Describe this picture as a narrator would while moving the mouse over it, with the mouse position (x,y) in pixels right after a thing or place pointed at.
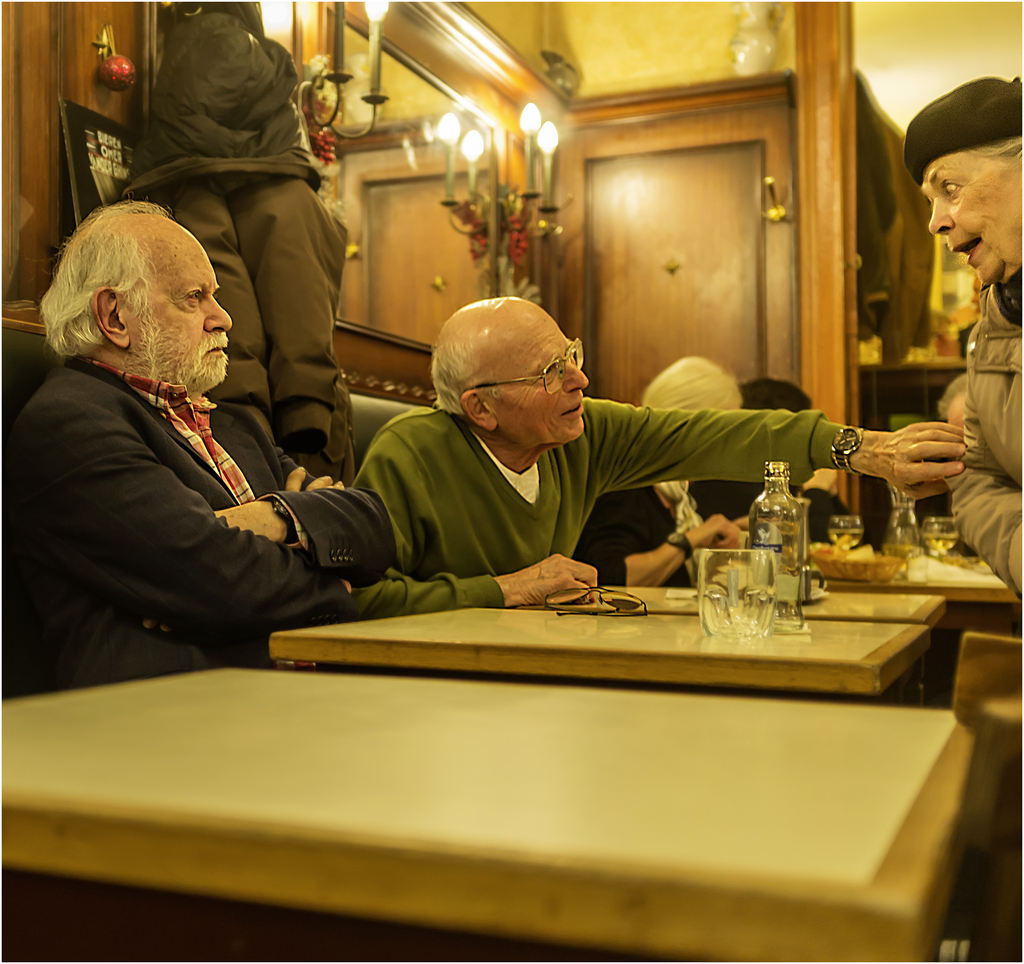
In this we can see two people (254,481) one in blue jacket (170,501) and one in green sweater (482,493) sitting on the sofa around the table (653,602) on which there is a bottle (779,540), cup (741,592) and glasses (617,605) and around them there is a mirror (463,217), lamp (500,212) and on the other side there is person (1002,243) standing opposite to them.
